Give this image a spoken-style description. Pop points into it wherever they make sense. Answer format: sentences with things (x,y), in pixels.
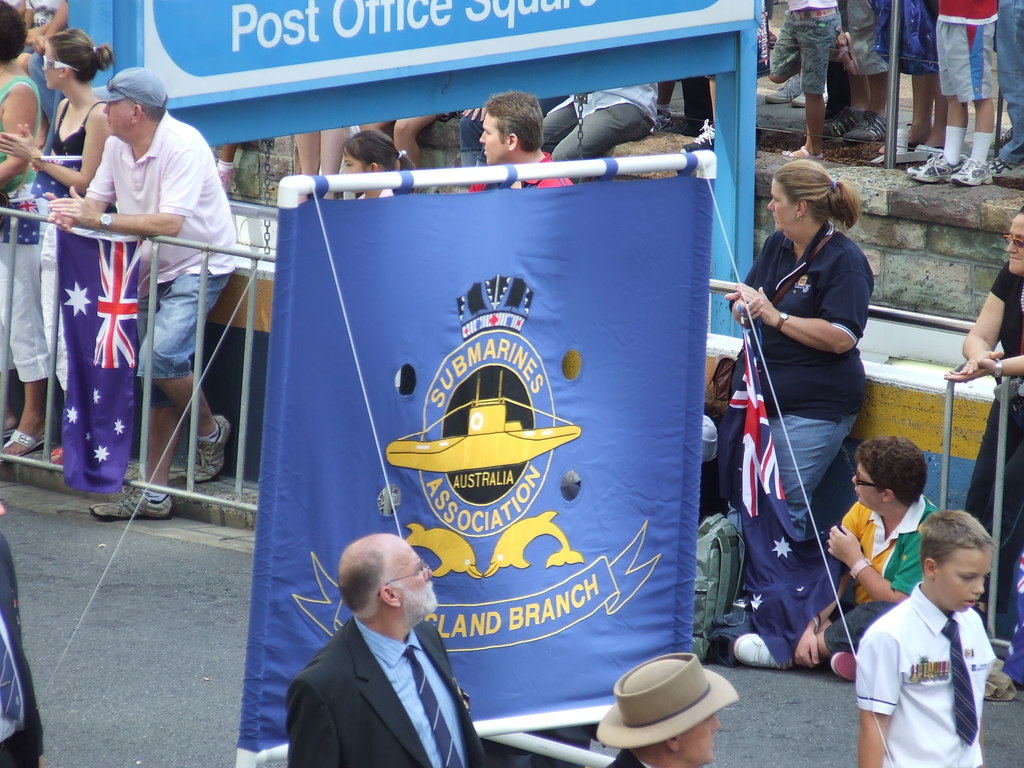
In the image I can see people (138,186) among them some are standing and some are sitting. I can also see a banner (430,515) which has a logo (476,486) and something written on it. On the left side (123,314) I can see a fence (6,331), flags (113,257) and some other objects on the road (207,560).
